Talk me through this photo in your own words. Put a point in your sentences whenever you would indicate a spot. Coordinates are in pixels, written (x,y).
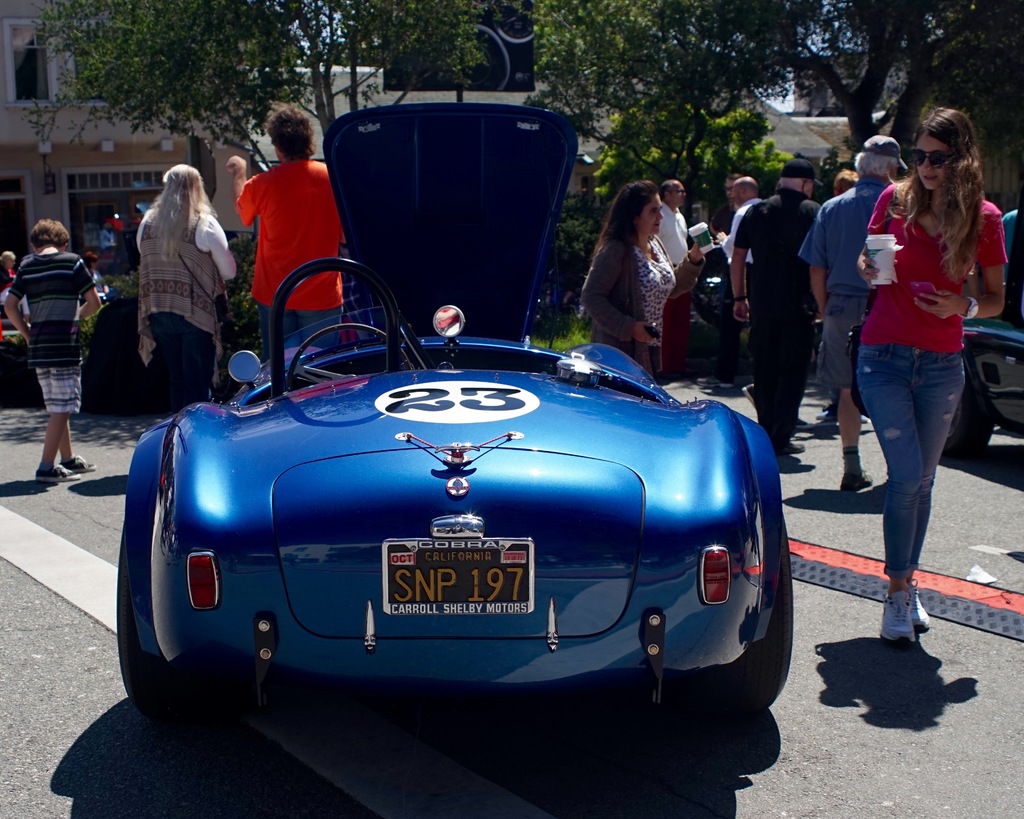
In this image, there are a few people (923,251), vehicles (1006,364), buildings (811,150), trees (673,117), plants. We can also see the ground (87,640).
